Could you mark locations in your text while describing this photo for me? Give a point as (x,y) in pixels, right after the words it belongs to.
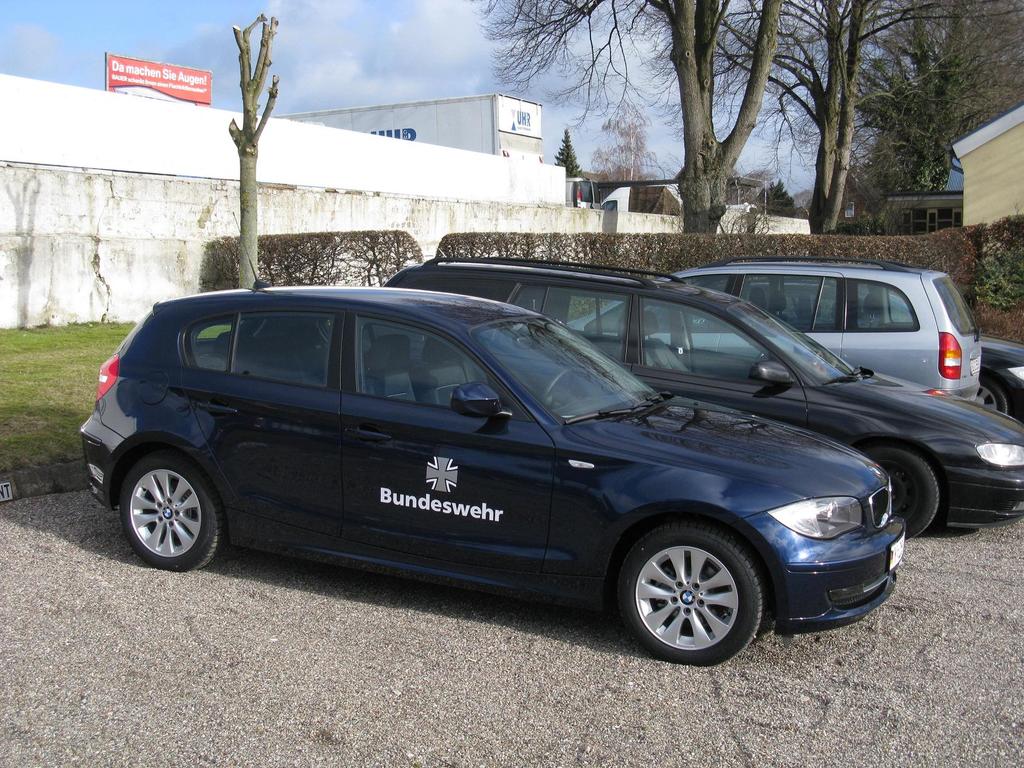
In this image I see few cars (457,415) over here and I see the path (516,631) and I see the green grass (90,381). In the background (750,77) I see the bushes (207,246), trees (911,40) and I see the sky (332,26) and I see a board (173,74) on which there are words (142,66) written and I see the buildings (129,97) and I see a word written over here and I see the logo (455,463).
